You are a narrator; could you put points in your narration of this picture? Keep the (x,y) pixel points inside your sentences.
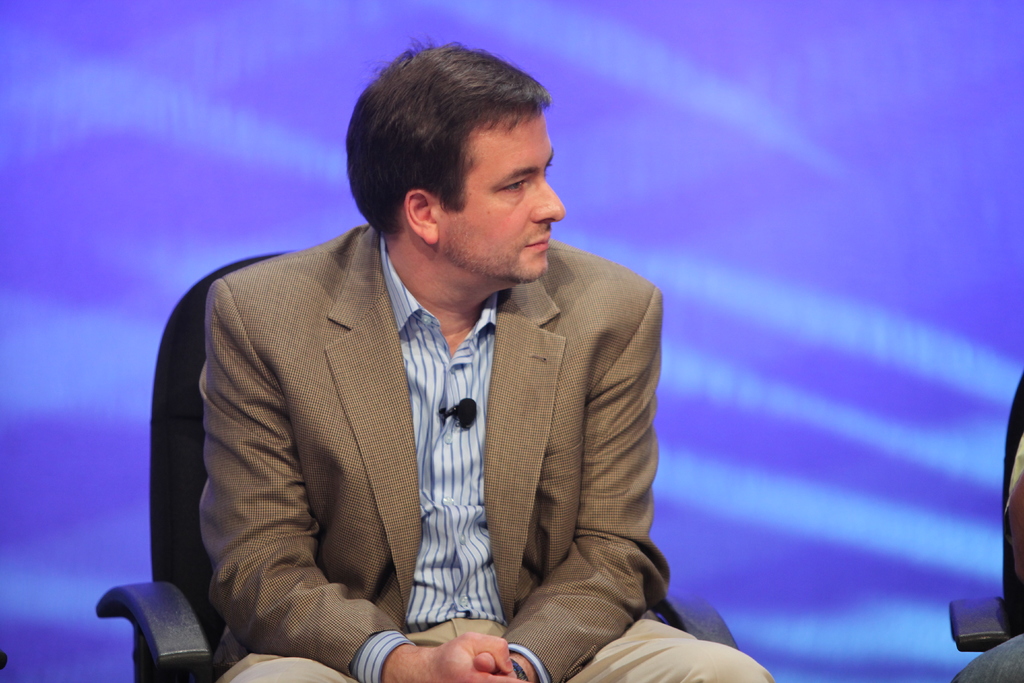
In this picture we can see man (358,361) wore blazer (529,428) sitting on chair (185,475) and looking at the beside person (1021,673) and in background (842,205) we can see wall (744,352).
